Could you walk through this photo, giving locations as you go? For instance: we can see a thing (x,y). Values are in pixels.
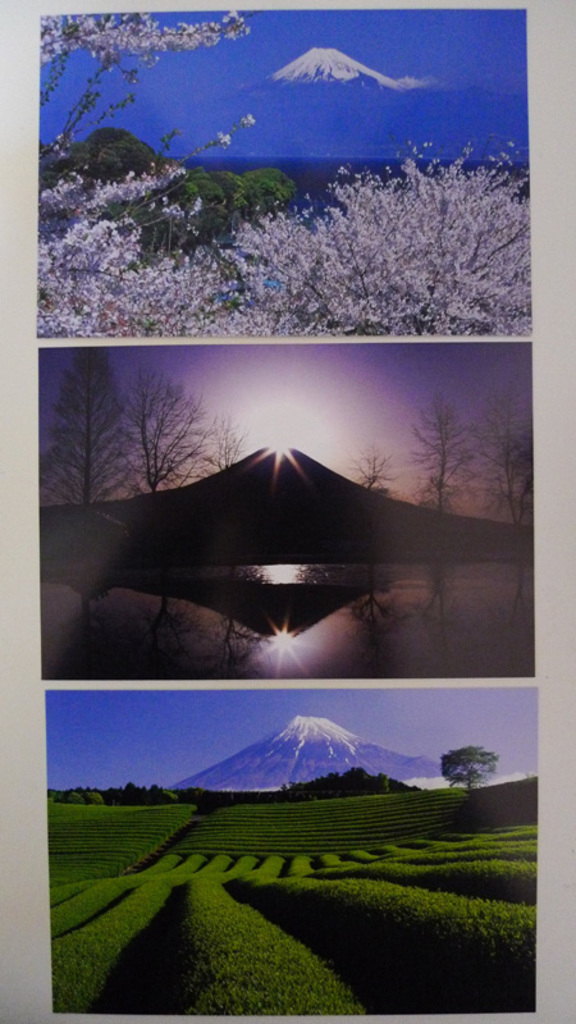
There are three pictures (220,195) on a platform (550,605). At the top (105,251) we can see trees (126,256), plants (219,274) with flowers (287,264), snow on a mountain (308,98) and sky (198,95) in the picture (212,91) and at the bottom (229,872) we can see field (251,985), trees (257,799), mountain (197,784) and sky (247,736) in the picture (330,778) and in the middle (346,597) we can see water (267,612), mountain (244,487), sun (285,421), trees (73,419) and sky (426,482) in the picture (488,535).
